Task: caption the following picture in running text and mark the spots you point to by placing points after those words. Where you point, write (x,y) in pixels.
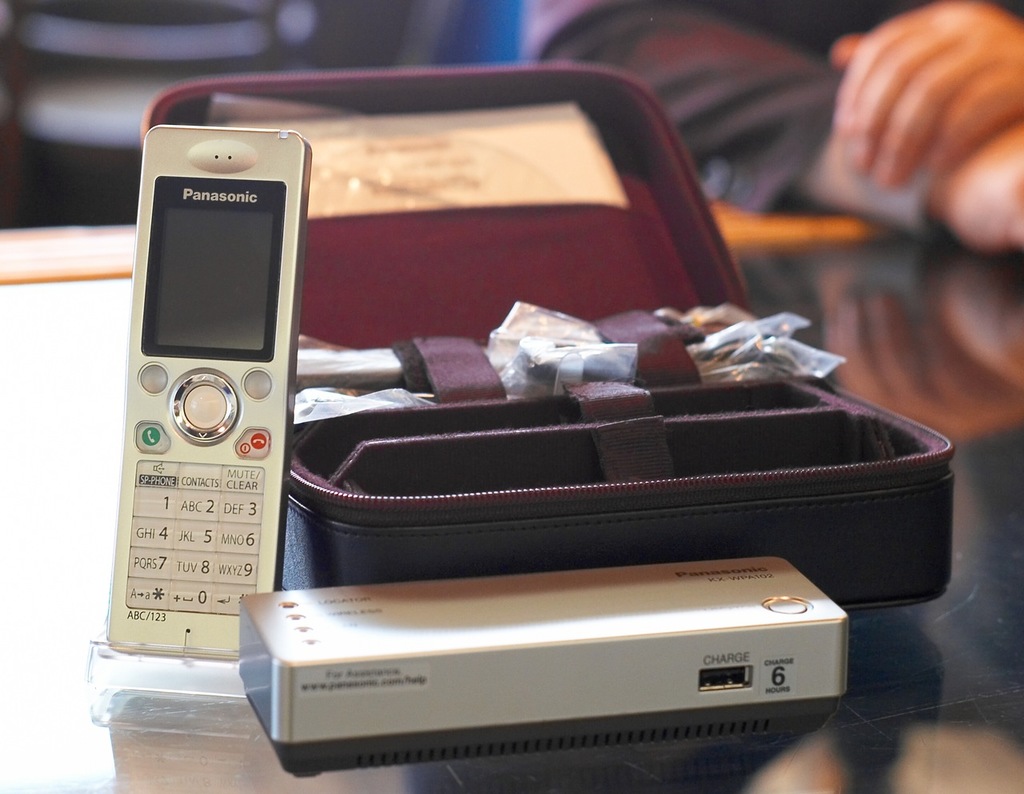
In the foreground (443,395) I can see a phone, box (432,591) and a suitcase (623,424) may be on the table (969,633). In the background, I can see a person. This image is taken may be during a day.
